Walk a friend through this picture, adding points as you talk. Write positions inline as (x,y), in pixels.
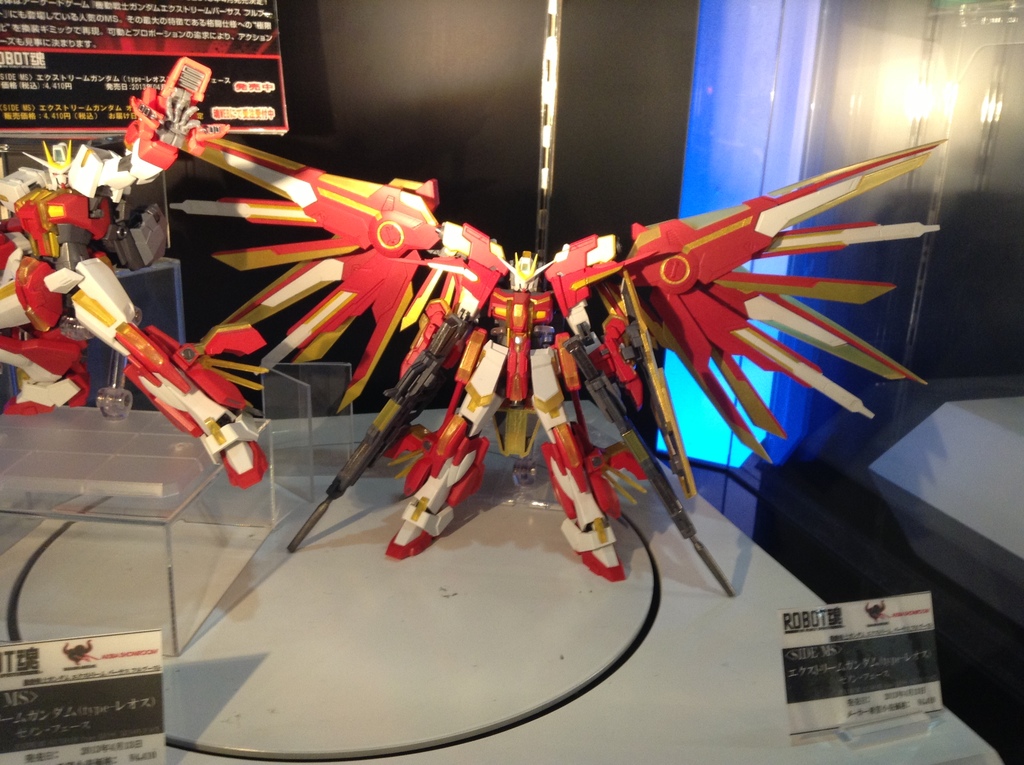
In this picture I can see there are two robots (477,378) placed on the table (463,521) and it is in red and white color. There is a small board (87,651) placed on the table (297,694) and in the backdrop (269,47) there is another board (72,44) and a wall (499,89).
